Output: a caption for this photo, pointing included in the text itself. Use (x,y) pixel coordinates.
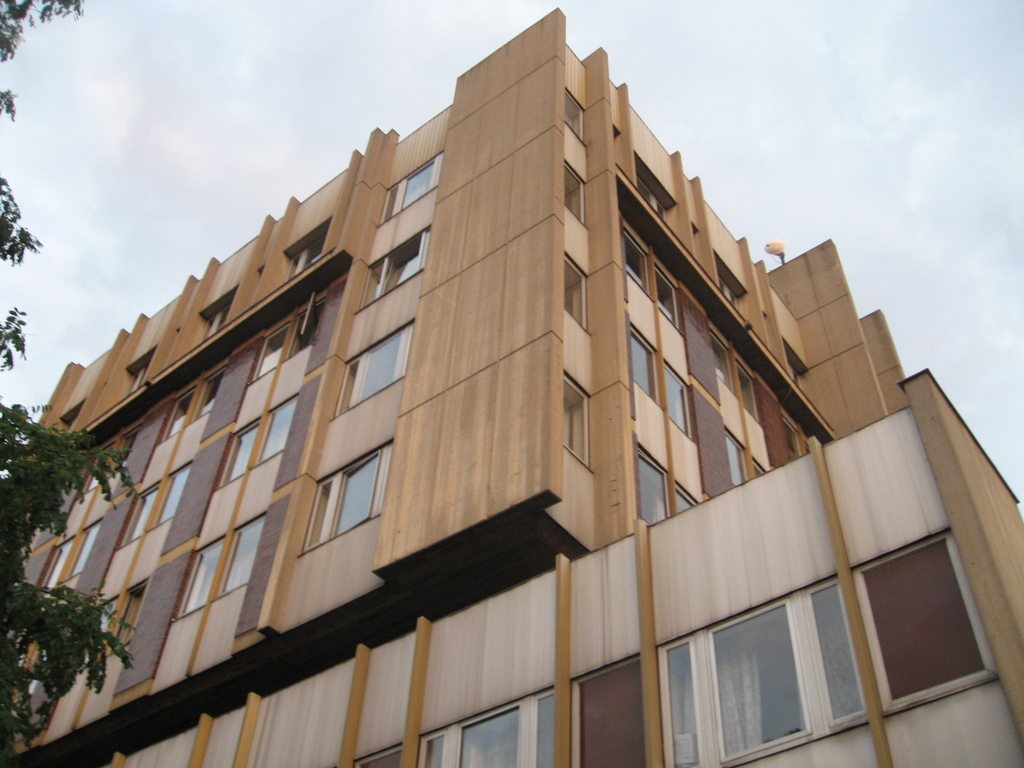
Here we can see a tree (41,636) and building (317,610). To this building (300,557) there are windows (571,193). Background (198,167) there is a sky (287,115). Sky (311,143) is cloudy.
